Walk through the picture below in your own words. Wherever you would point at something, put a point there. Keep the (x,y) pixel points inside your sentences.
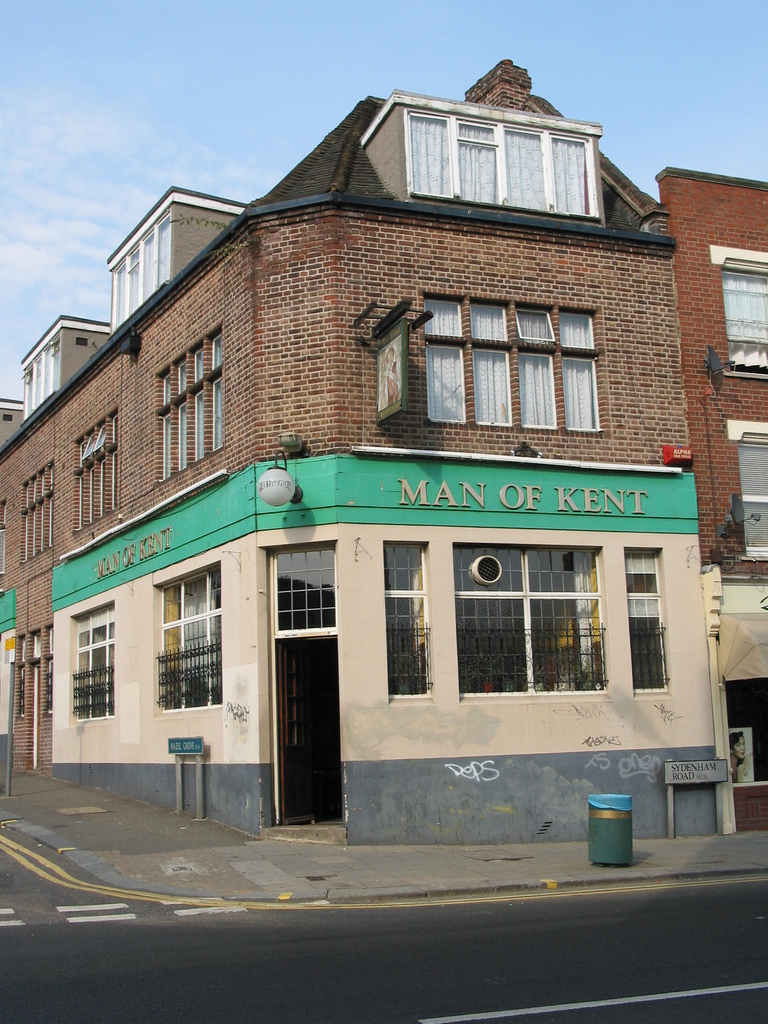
In this image I can see the building (343,515). In-front of the building (694,499) I can see the road (446,954) and the board (673,801). I can also see the dustbin (591,826) to the side of the road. In the background (241,100) I can see the blue sky (266,98).
